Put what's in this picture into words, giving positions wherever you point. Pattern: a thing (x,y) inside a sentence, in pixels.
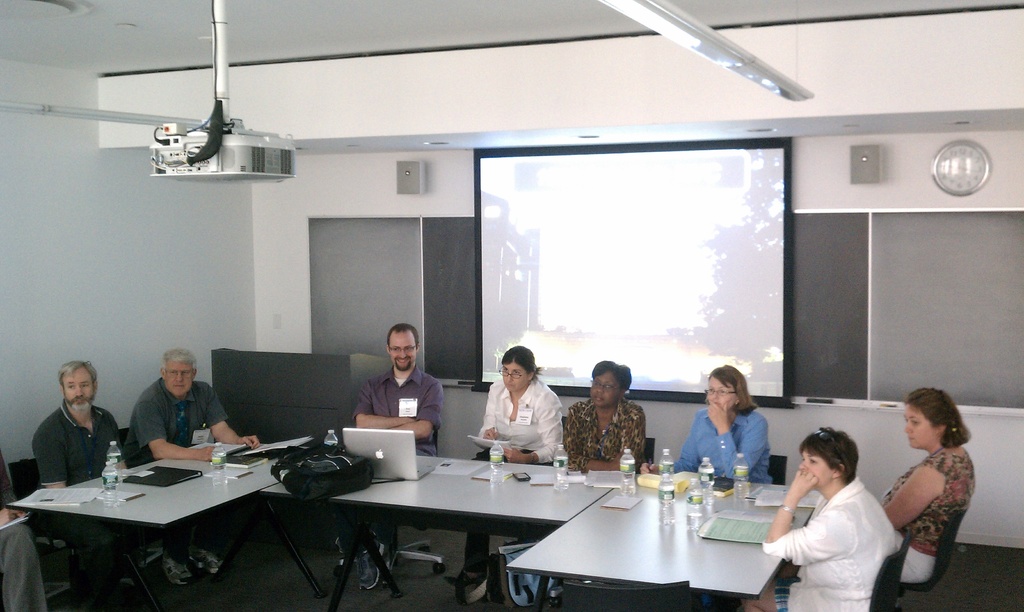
In this picture there are people (500,415) in the center of the image (374,388) those who are sitting around the tables (265,497), tables (149,512) contains files (166,477), papers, water bottles (214,484) and a laptop (380,474) and a bag (328,473) on the tables (464,491), there is a projector screen (612,234) and speakers (420,166) on the wall (809,172) and there is a clock (981,169) on the wall (976,203).
